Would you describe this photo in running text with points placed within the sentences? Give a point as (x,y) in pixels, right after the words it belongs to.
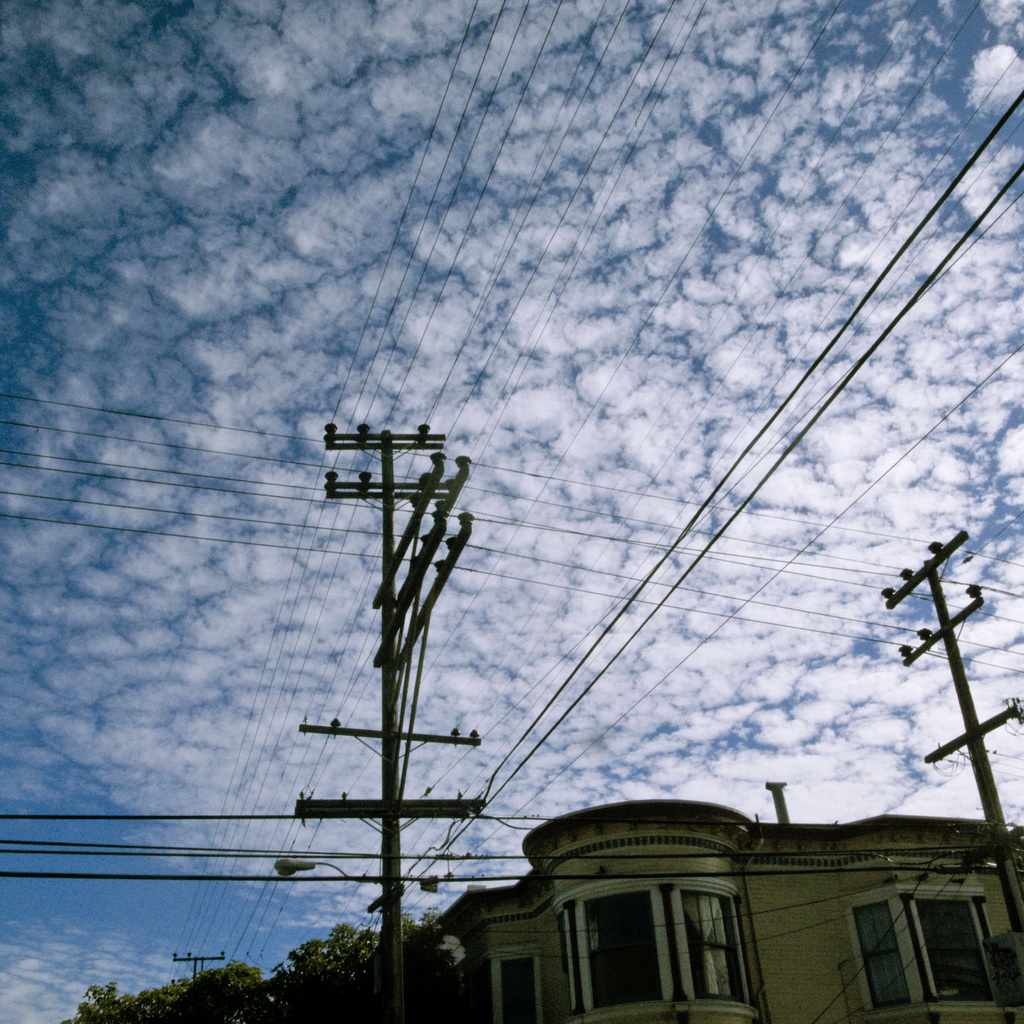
In the image we can see a building (806,917) and the windows (942,959) of the building (914,944). There are electric poles (414,565) and electric wires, we can see even trees (296,980) and cloudy sky (241,277).
